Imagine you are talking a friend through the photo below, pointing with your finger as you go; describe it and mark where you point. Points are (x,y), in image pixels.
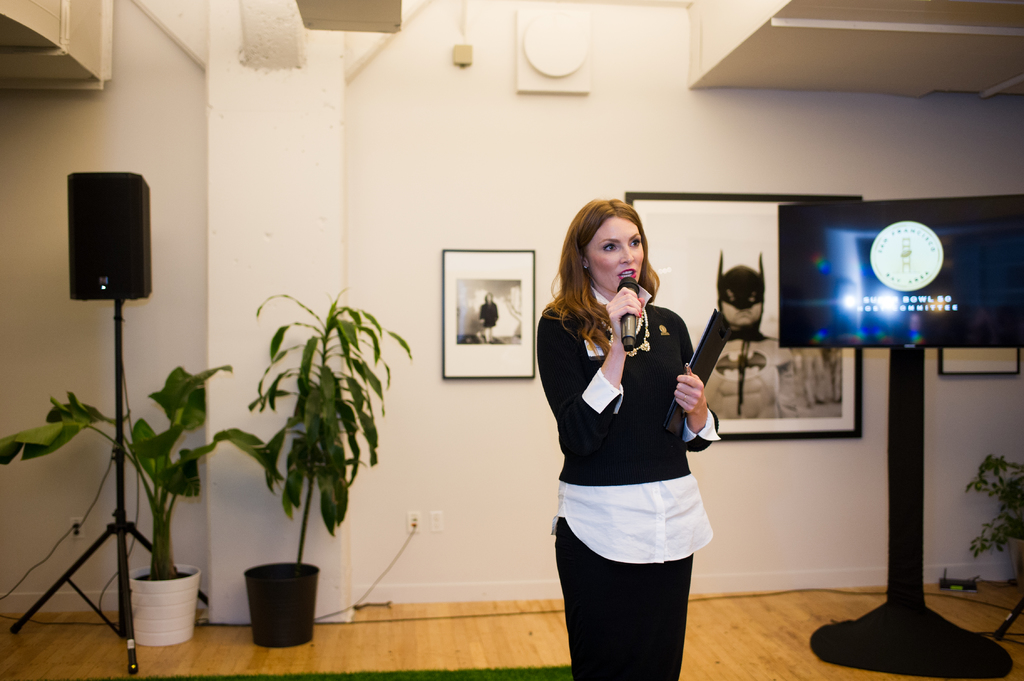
Inside a room (538,303), there is a woman (592,467) standing she is holding a file (709,374) in her left hand (705,395) and mic (622,286) in her right hand (624,305) she speaking something, to her right side there is a speaker (77,195) and to her left side there is a television (818,256) in the background (847,406) there are two photographs (502,267) stick to the wall (427,232) the wall (386,561) is of white color in front of the wall (279,532) there are two plants (330,405).
